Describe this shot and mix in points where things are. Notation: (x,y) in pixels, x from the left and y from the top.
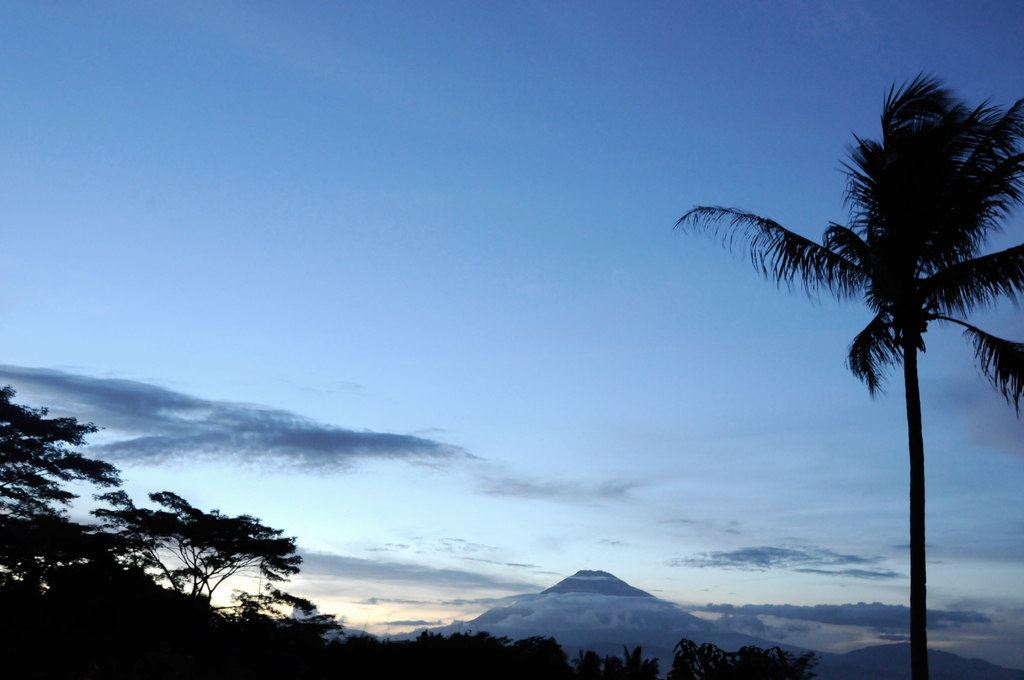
In the center of the image (395,274) we can see the sky (412,243), clouds (521,624), trees (462,647), hills (494,617) etc.
